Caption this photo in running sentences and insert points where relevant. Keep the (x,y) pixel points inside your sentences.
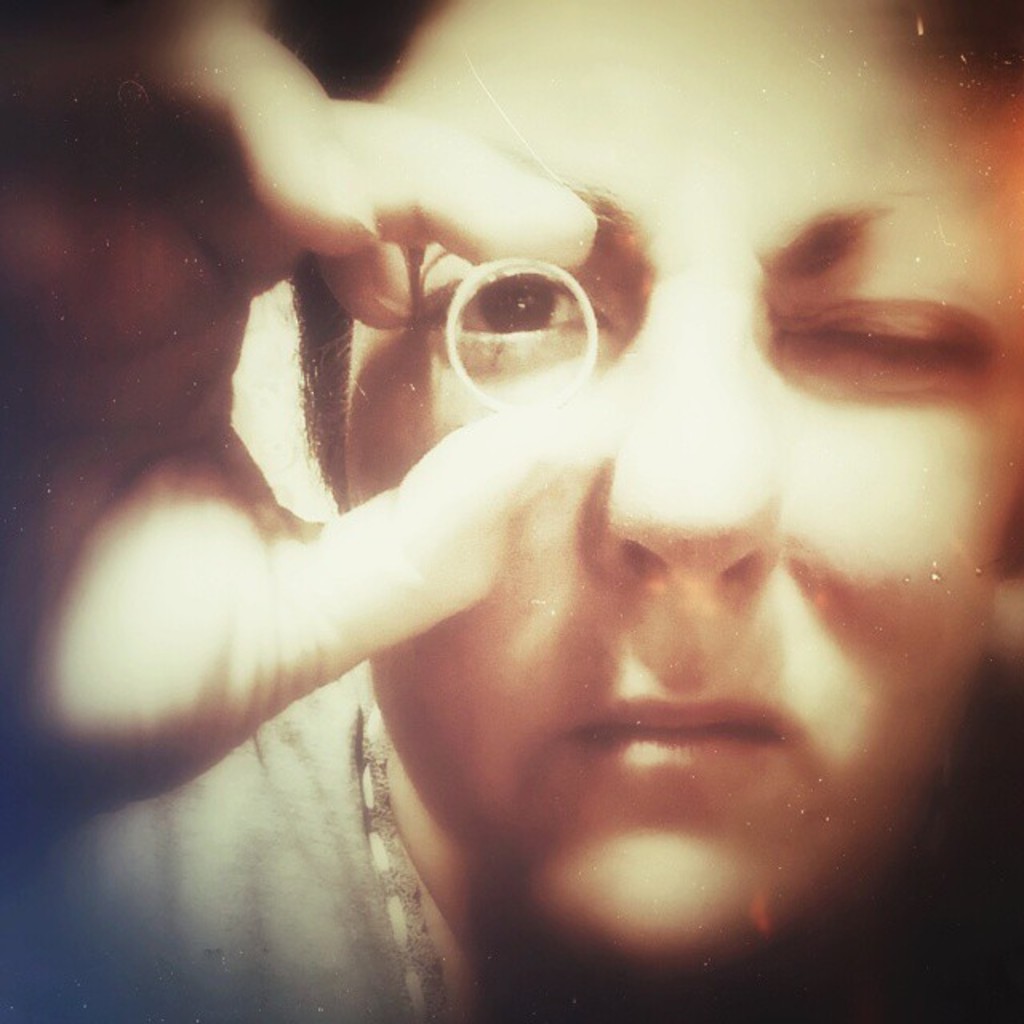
In this picture we can see a woman (787,510), she is holding an object (531,350).
